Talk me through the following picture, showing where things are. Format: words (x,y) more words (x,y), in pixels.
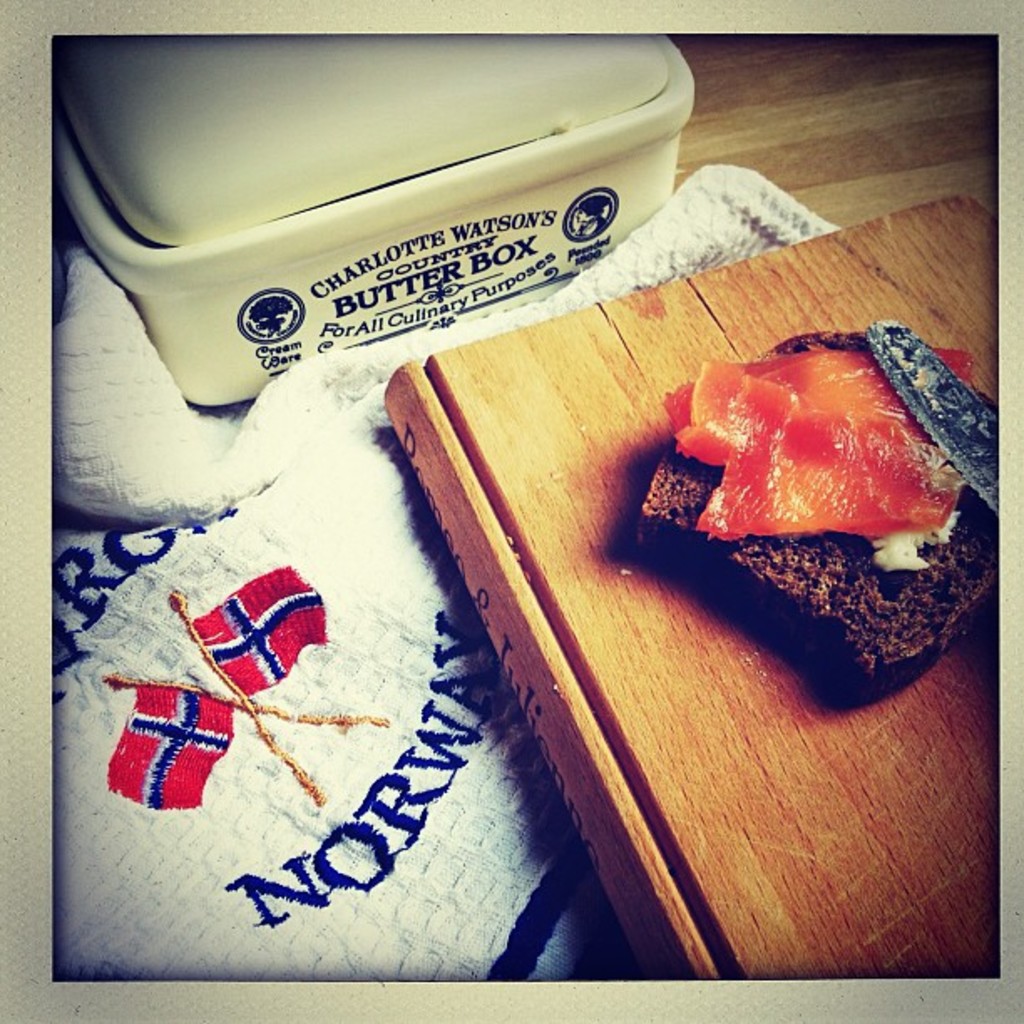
There is a brown bread (963,611), knife (897,357) and other ingredient (860,374) on a wooden board (609,434). There is a white box (189,239) and a white cloth (197,538).
